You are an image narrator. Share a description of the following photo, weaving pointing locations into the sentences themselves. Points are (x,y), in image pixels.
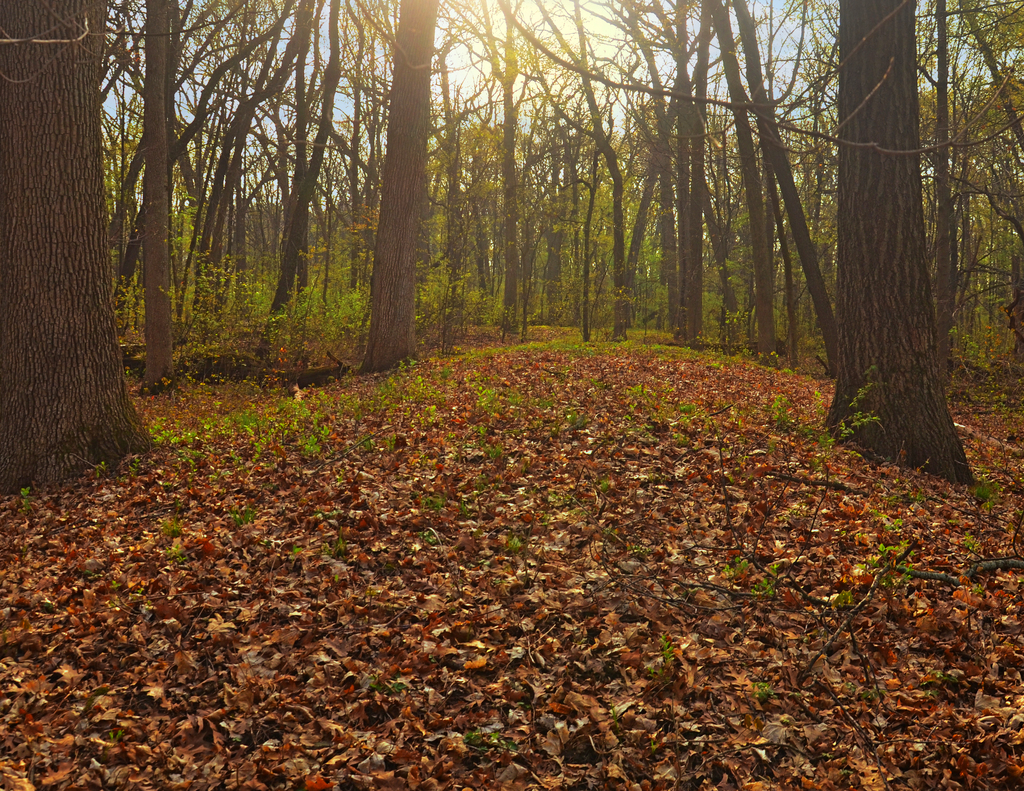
In this image in the front (464,528) there are dry leaves (479,524) on the ground (467,492). In the background (430,243) there are trees (430,243).
